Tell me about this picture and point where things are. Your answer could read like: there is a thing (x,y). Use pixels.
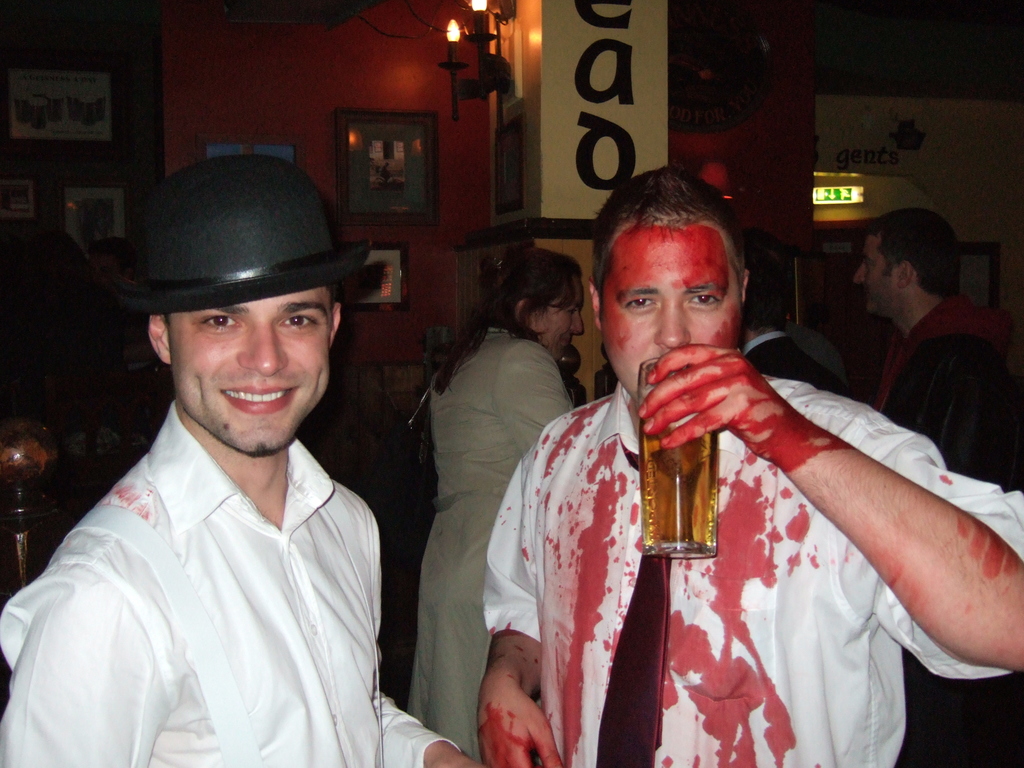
There is one person (245,555) standing on the left side (270,631) is wearing white color shirt (225,572) and black color hat (206,234). The person (625,510) standing on the right side (708,558) is also wearing a white color shirt (758,589) and holding a glass (696,487). There are some persons (488,417) standing in the background (477,401). There is a wall (368,407) as we can see in the middle of this image (436,296). There are some frames (384,177) attached on it.
